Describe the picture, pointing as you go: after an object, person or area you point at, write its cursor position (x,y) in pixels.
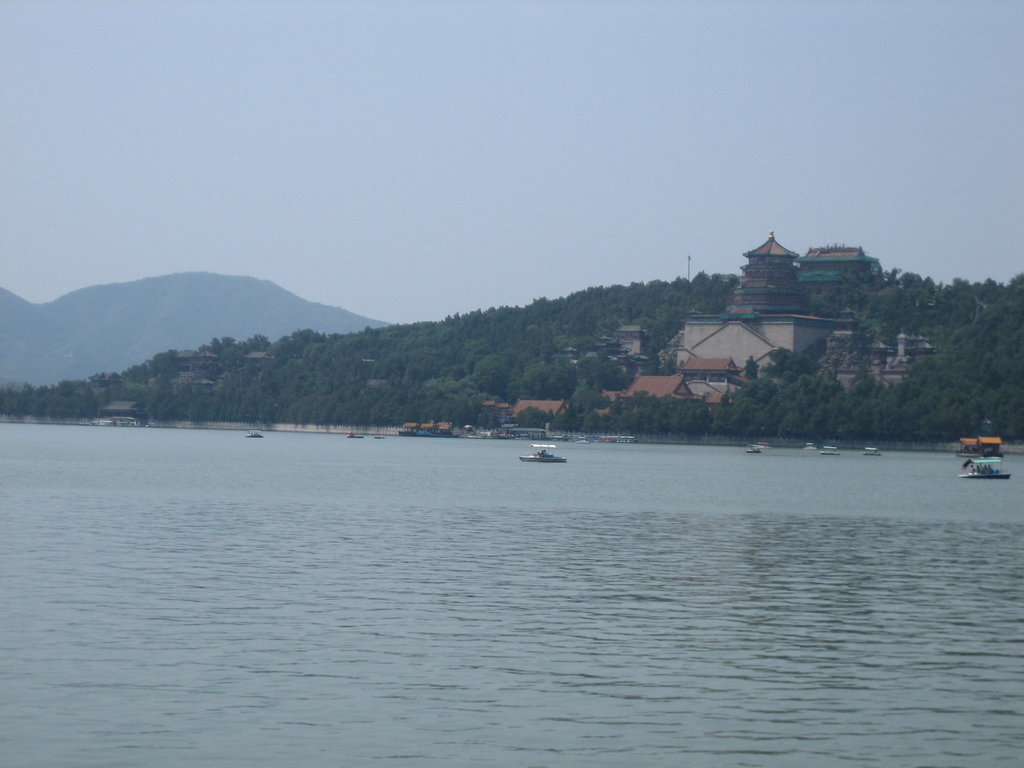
In this picture we can see some boats (129,418) on the water (640,452). Behind the boats (972,477) there are trees (558,382), buildings (729,340), hills (68,321) and the sky (454,132).
